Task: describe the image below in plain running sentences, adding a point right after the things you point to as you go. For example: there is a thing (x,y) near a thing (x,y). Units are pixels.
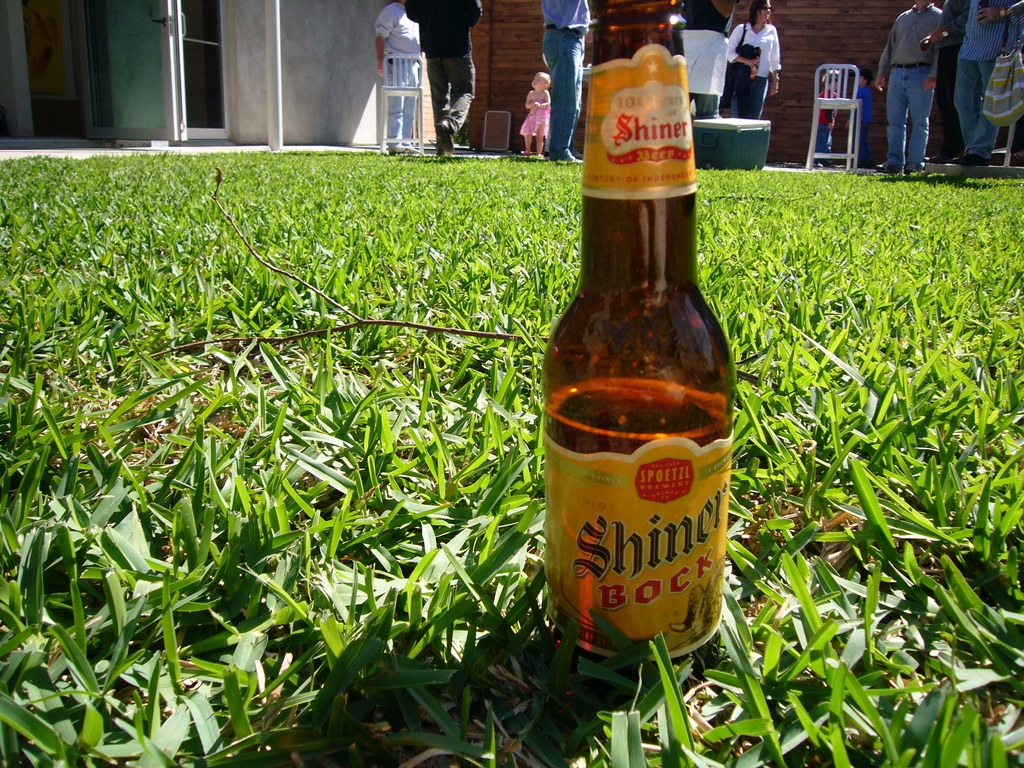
There is a beer bottle (630,453) on a grass (538,526). The name (679,574) is labelled as "shiner bock" on it. There are some people (531,105), few chairs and a house (799,69) in the background (474,83).
